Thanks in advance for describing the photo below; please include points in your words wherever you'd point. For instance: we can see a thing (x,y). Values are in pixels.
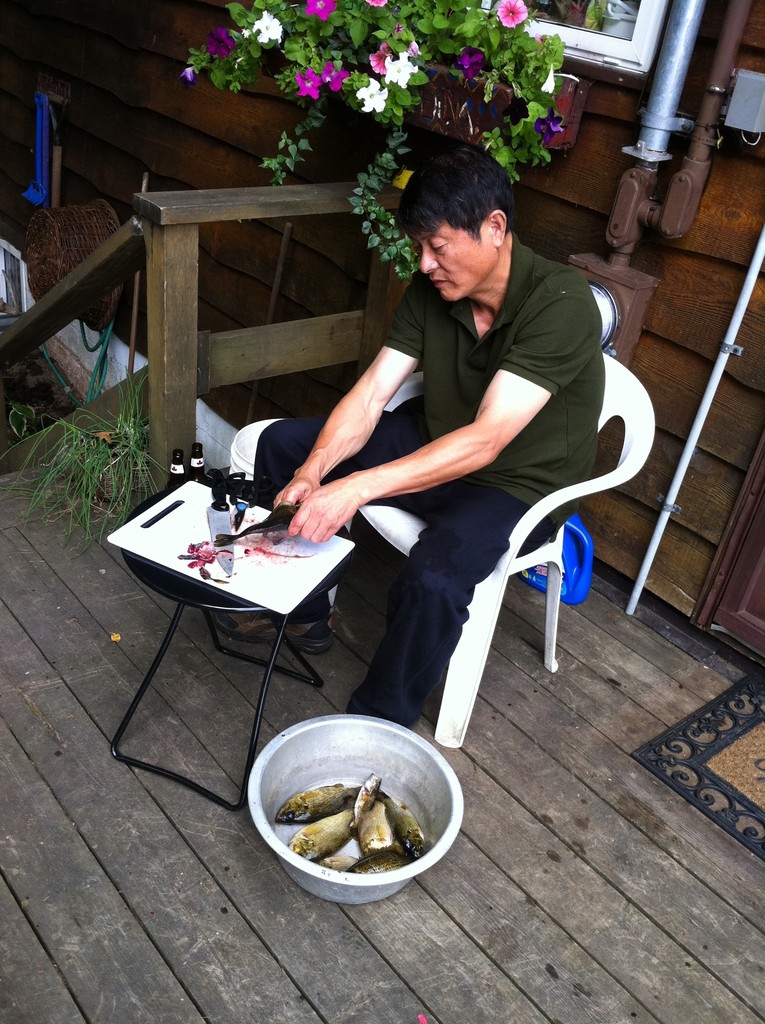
In this picture a man (314,525) is sitting in the chair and cutting the fishes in the chop board (232,527) where he had a bucket (354,718) full of fishes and at the back ground (193,351) there is a plant (245,70) of flowers (382,101), stair case (114,253), a rope (89,400), a grass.
